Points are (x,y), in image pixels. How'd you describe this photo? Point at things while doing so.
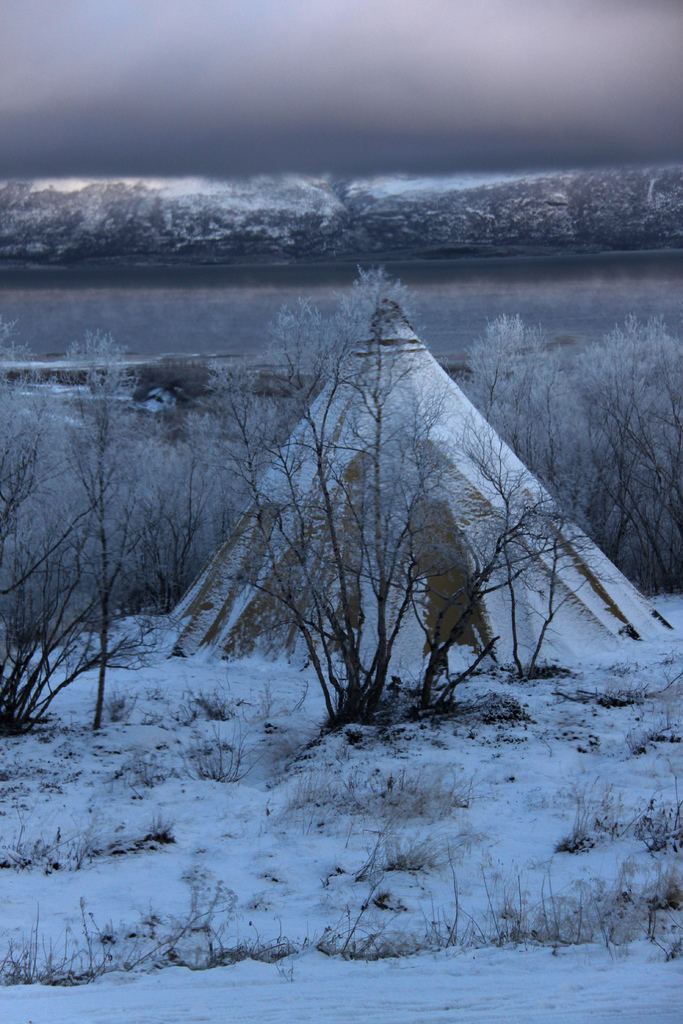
This picture shows trees (346,325) and we see grass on the ground (275,829) and snow (187,748). We see water (259,294) and a cloudy sky (302,131).
